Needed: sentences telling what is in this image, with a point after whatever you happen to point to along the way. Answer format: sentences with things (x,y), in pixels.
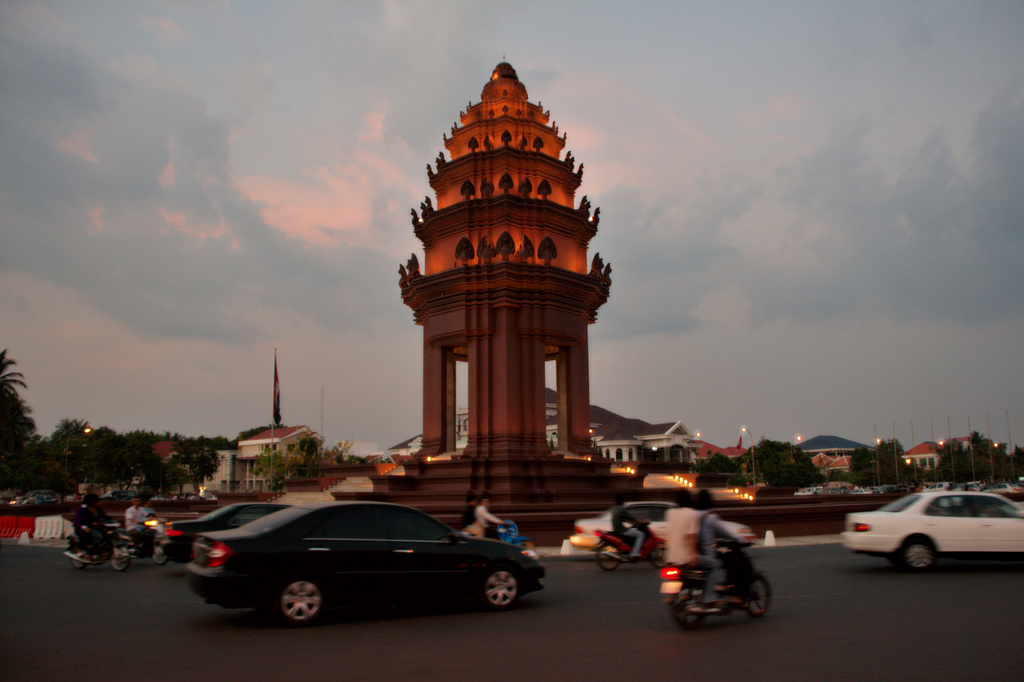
In this image we can see vehicles (1003,516) moving on the road (785,552), we can see an architecture (502,505), lights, flags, houses (960,442), trees (965,457) and the sky (432,92) with clouds (592,358) in the background (394,75).
